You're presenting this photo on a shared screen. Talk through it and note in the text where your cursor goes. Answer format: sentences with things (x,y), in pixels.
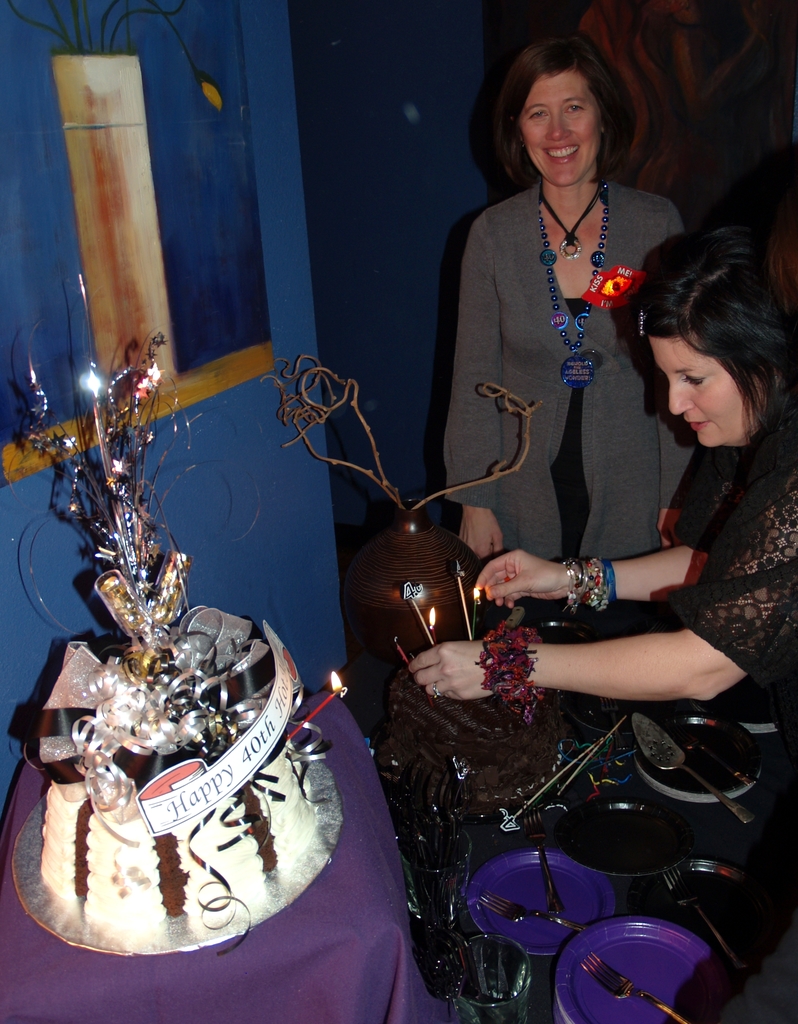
On the right side of the image (668,685) we can see persons (638,596), candles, plates (604,940), spoons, forks (626,983), glasses (500,937) placed on the table (676,801). On the left side of the image (231,0) we can see cake (301,830), candle (334,673), painting (65,135) and wall (181,465).
